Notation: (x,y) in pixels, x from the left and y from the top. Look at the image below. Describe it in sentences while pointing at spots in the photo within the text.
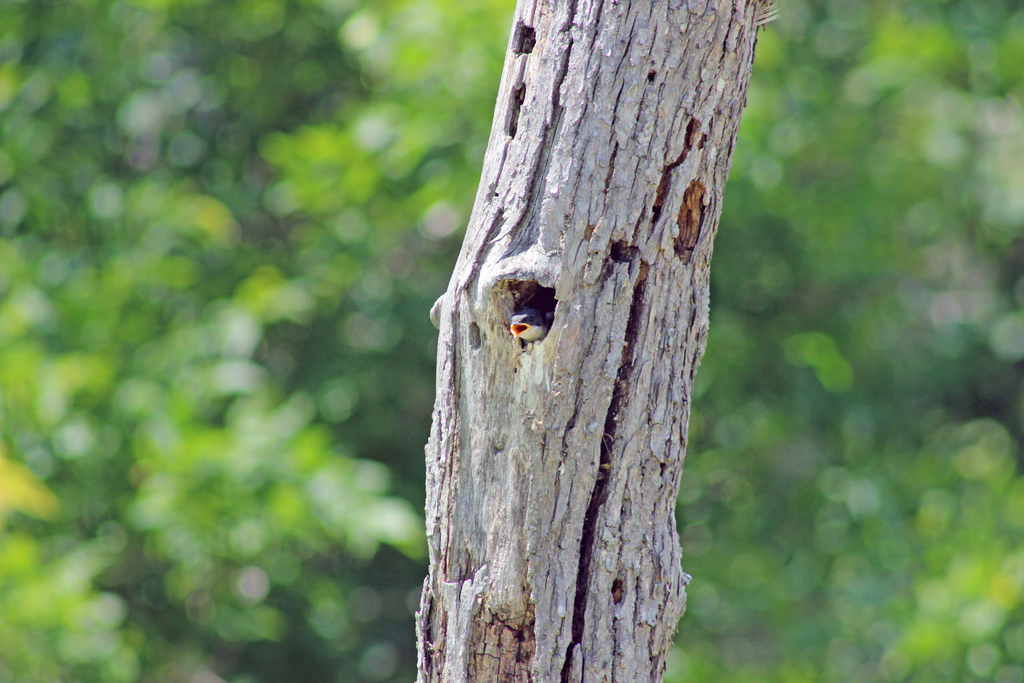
In this image there is a bird (522,321) in the wooden trunk (529,264). Background (68,139) there are few plants (422,223).
